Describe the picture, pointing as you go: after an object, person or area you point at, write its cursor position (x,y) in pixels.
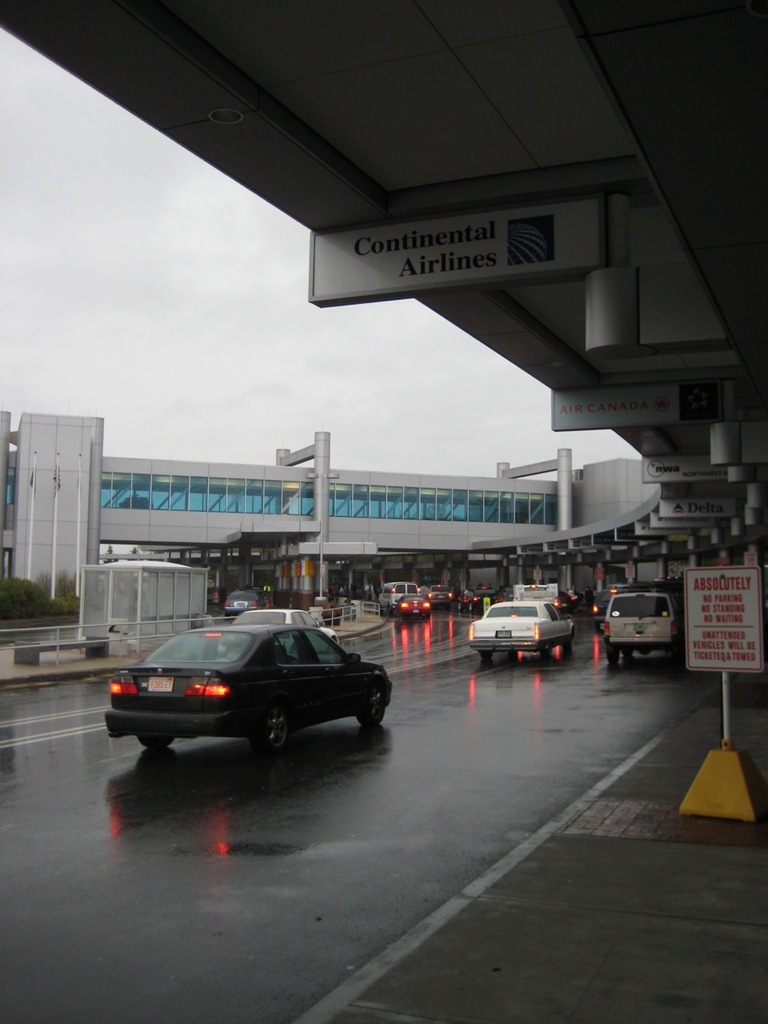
In this image there is a road (422,816) on which there are cars (477,622) and vehicles (493,624). It looks like an airport (649,459). On the right side (717,622) there is a board (713,638) on the footpath (646,913). At the top (156,192) there is the sky (20,218).
